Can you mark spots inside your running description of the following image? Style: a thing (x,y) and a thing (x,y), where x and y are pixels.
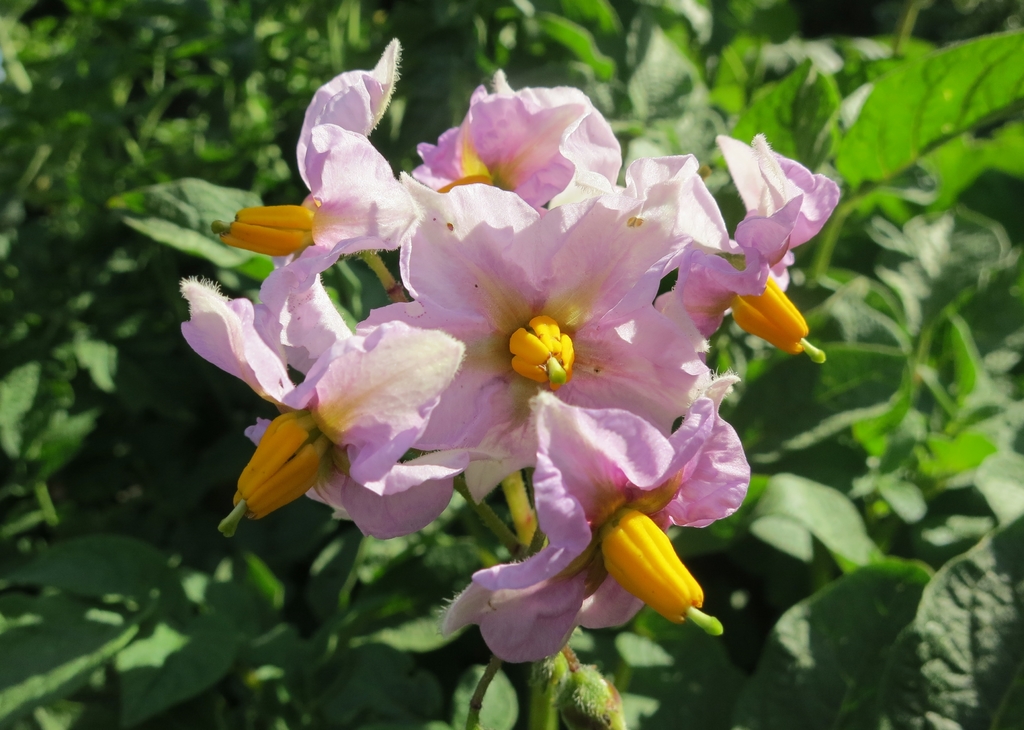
In the picture we can see some flowers (488,233) to the stem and behind the flowers (571,189) we can see many plants (956,601).
